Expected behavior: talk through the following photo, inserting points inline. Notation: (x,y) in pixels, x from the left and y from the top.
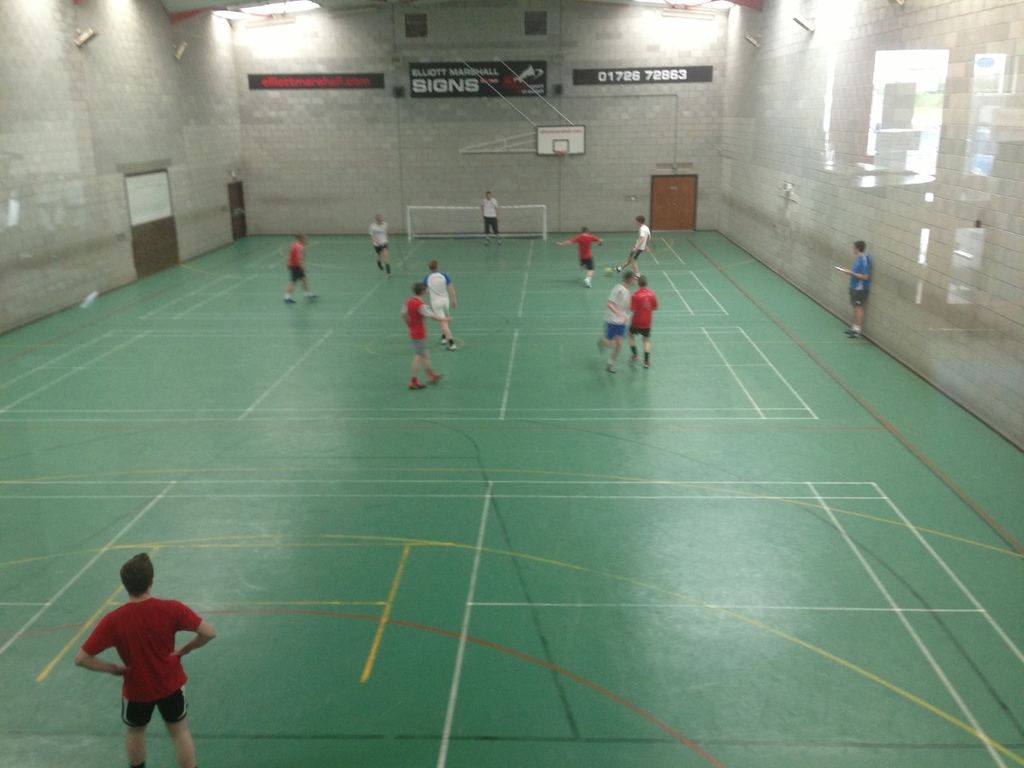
These two people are standing and these are players (495,216). In the background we can see boards (330,84) on a wall (477,97) and net (545,224).
